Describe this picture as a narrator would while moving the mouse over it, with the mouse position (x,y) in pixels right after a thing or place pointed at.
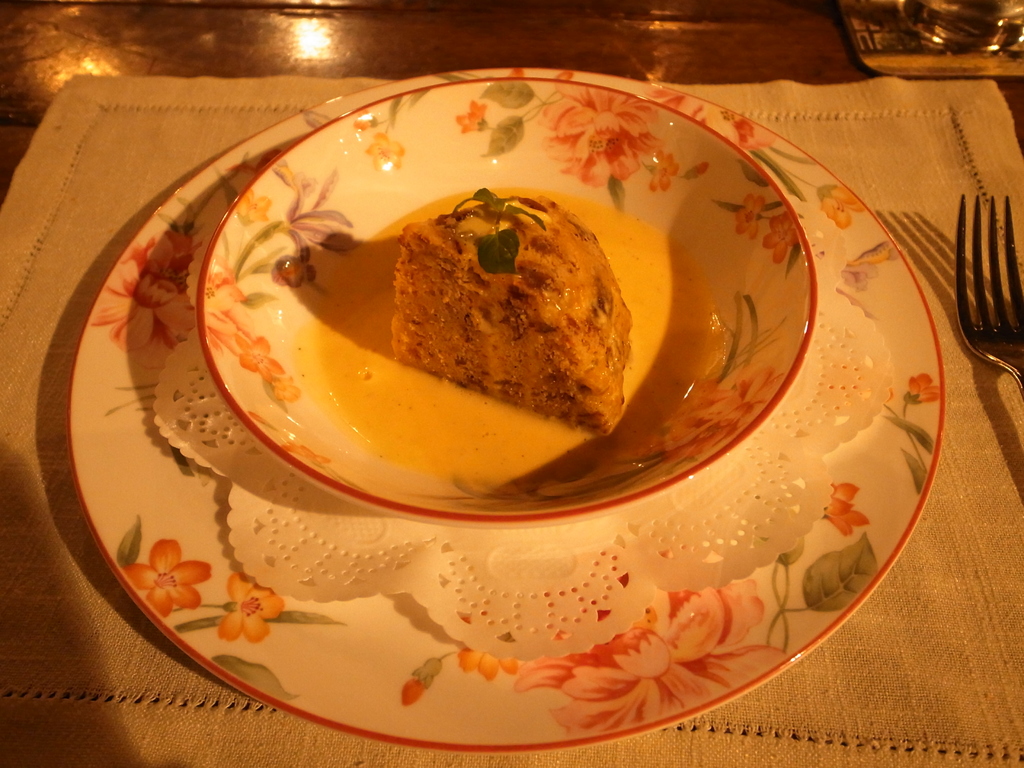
In the image there is some food item (490,318) served in a bowl (720,215) and kept on a plate (120,426), beside the plate (931,348) there is a fork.
